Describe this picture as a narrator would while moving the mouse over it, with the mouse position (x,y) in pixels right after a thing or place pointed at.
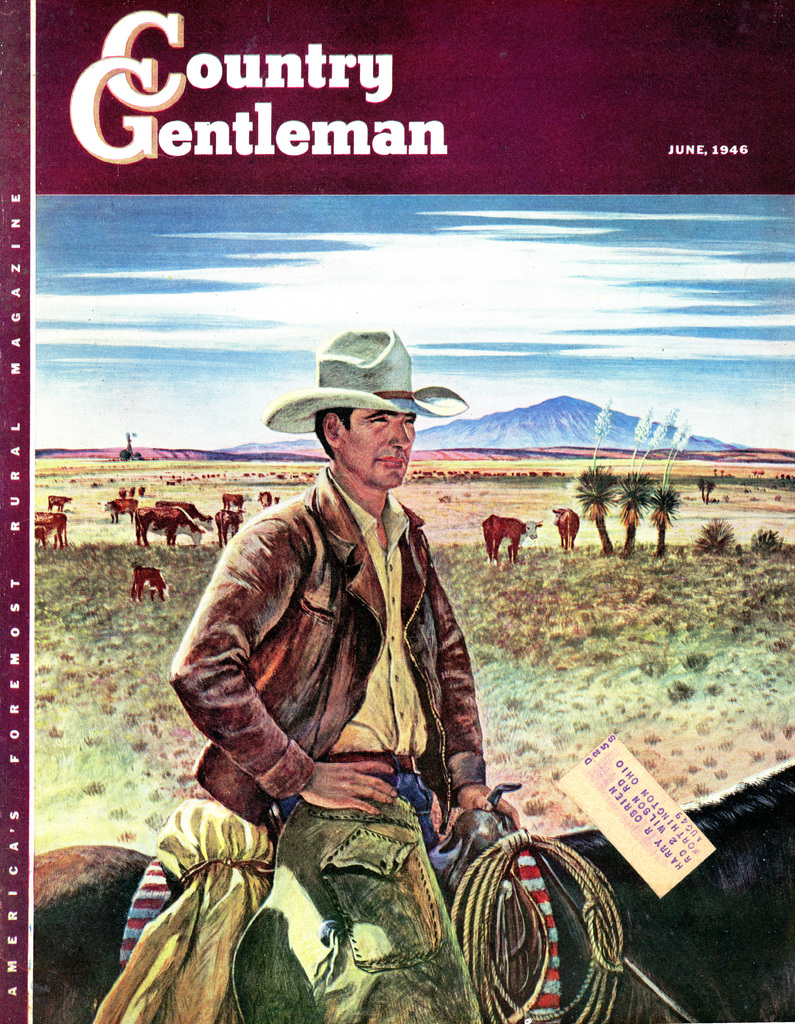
In this image I can see a pamphlet (243,950), in the pamphlet (246,191) I can see a person (189,636) sitting on some animal (565,896). Background (438,333) I can see few animals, trees (669,525) in green color, mountains (568,426), sky (542,367) in blue and white color.
